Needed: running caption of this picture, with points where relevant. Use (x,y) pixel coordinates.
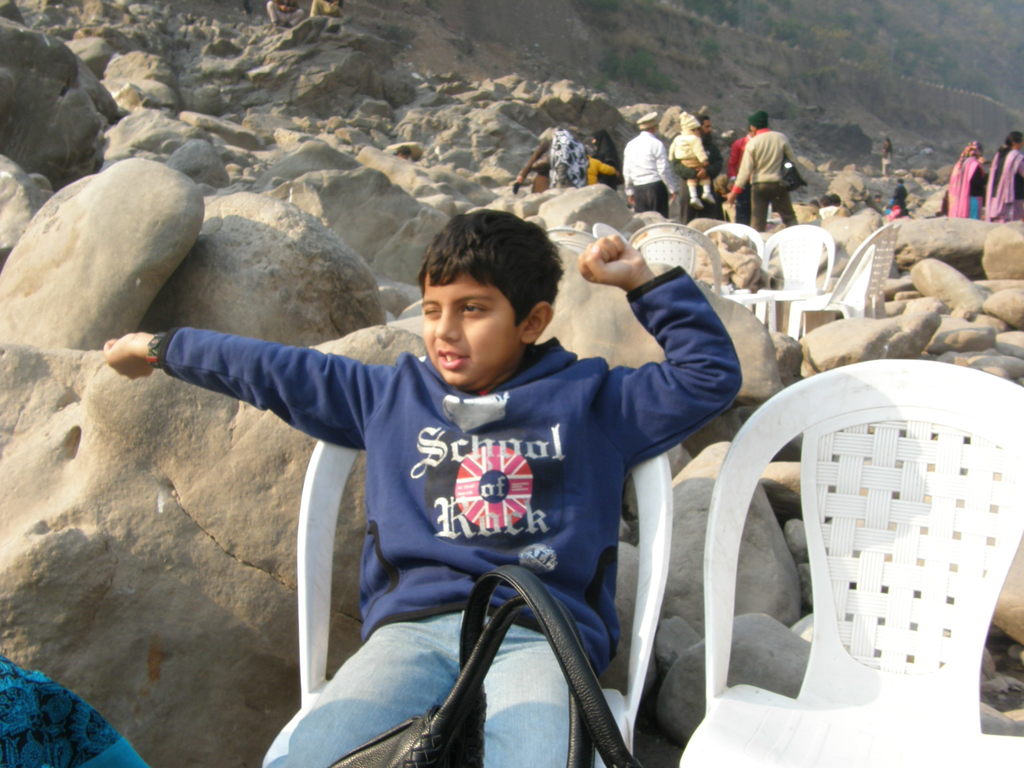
In this image I can see the person (456,640) sitting on the white chair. In the background (284,257) I can see many rocks (389,264), chairs (736,300) and the group of people (745,188) with different color dresses (770,188). I can also see the mountains (753,45) and trees (651,62) in the back (718,41).
